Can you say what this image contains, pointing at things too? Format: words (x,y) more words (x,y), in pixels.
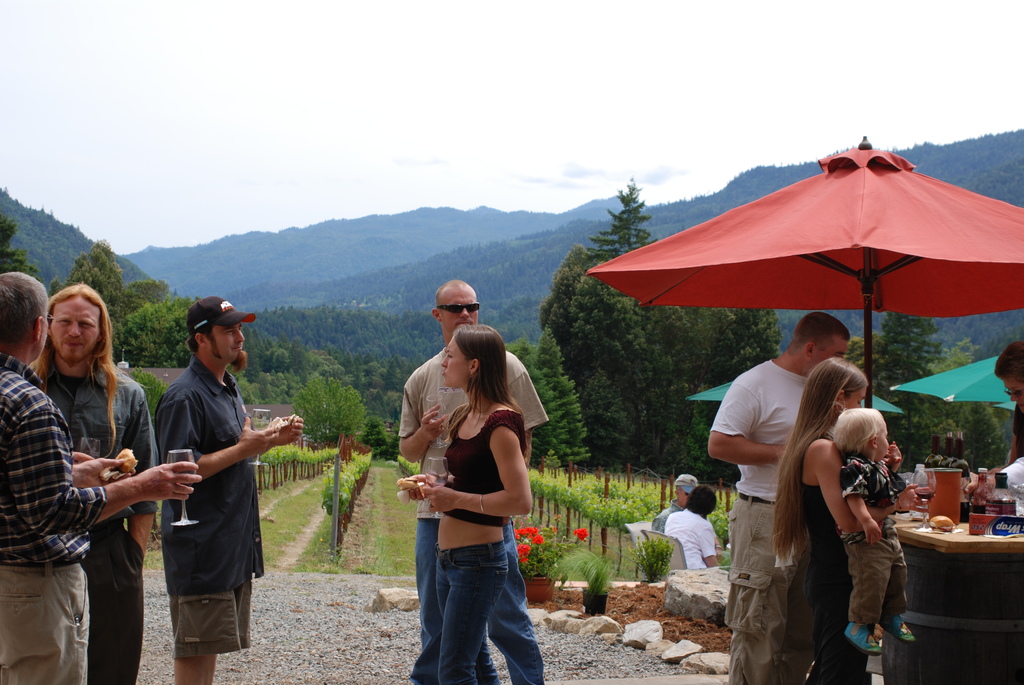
In this picture I can see few people (228,495) standing and holding some glasses (249,463), side there is a tent (860,231) with some table (959,534) on which some objects (942,496) are placed, behind there are some trees (615,373) and hills (531,296).
